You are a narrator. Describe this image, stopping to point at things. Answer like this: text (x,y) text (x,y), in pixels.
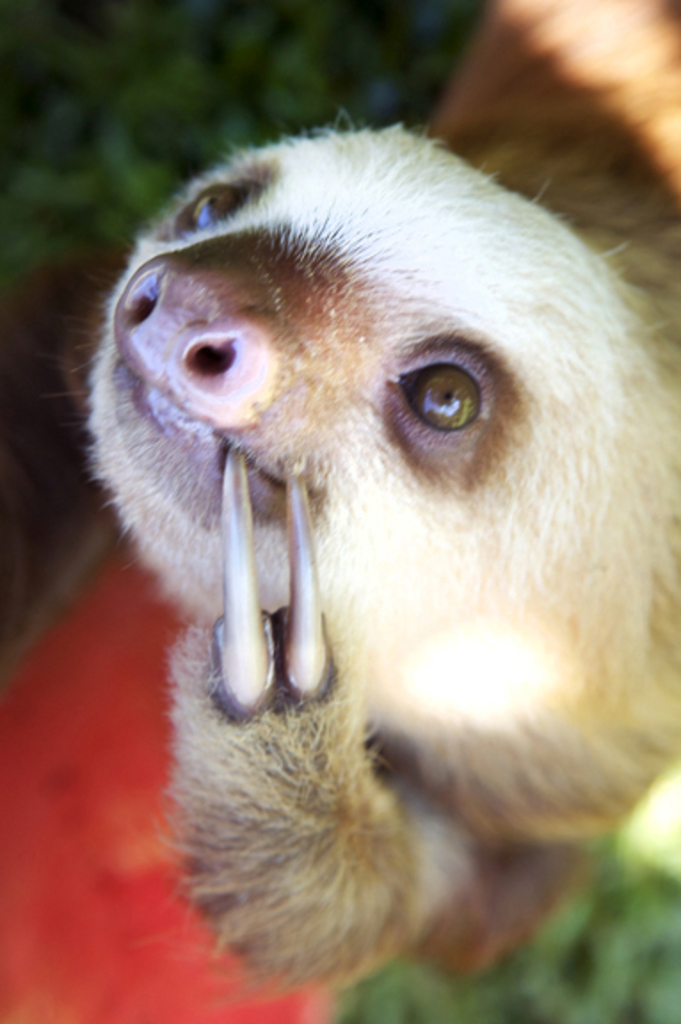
In this image the background (180,923) is a little blurred. In the middle of the image (288,465) there is an animal (362,684).
